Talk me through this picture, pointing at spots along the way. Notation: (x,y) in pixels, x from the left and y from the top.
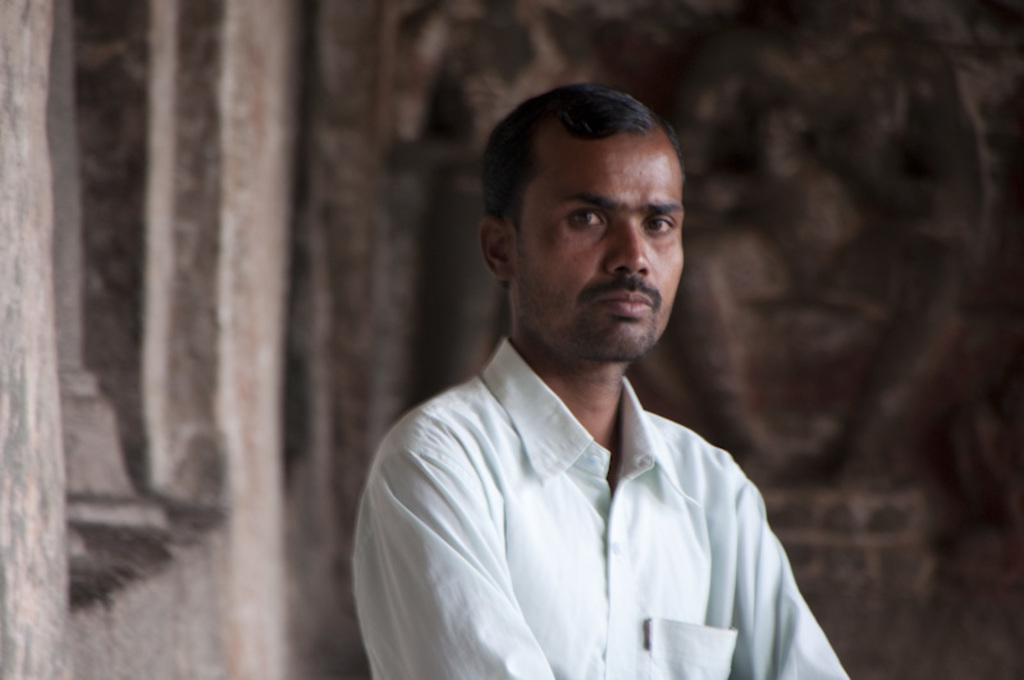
In this image there is a man (567,543) in the middle (617,452) who is wearing the white color shirt (603,595). In the background (442,222) there is a wall (426,94) on which there are some engravings (669,88).
